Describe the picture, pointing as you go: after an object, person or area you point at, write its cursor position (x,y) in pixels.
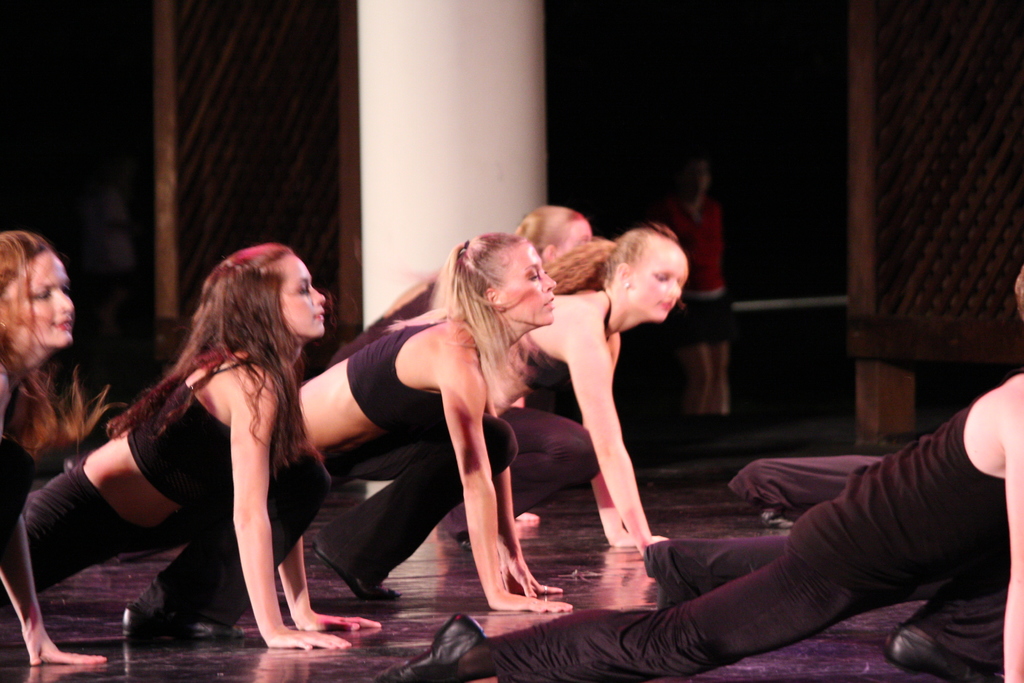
In this image, we can see some women (1012,408) doing exercise and we can see a pillar (415,97).
